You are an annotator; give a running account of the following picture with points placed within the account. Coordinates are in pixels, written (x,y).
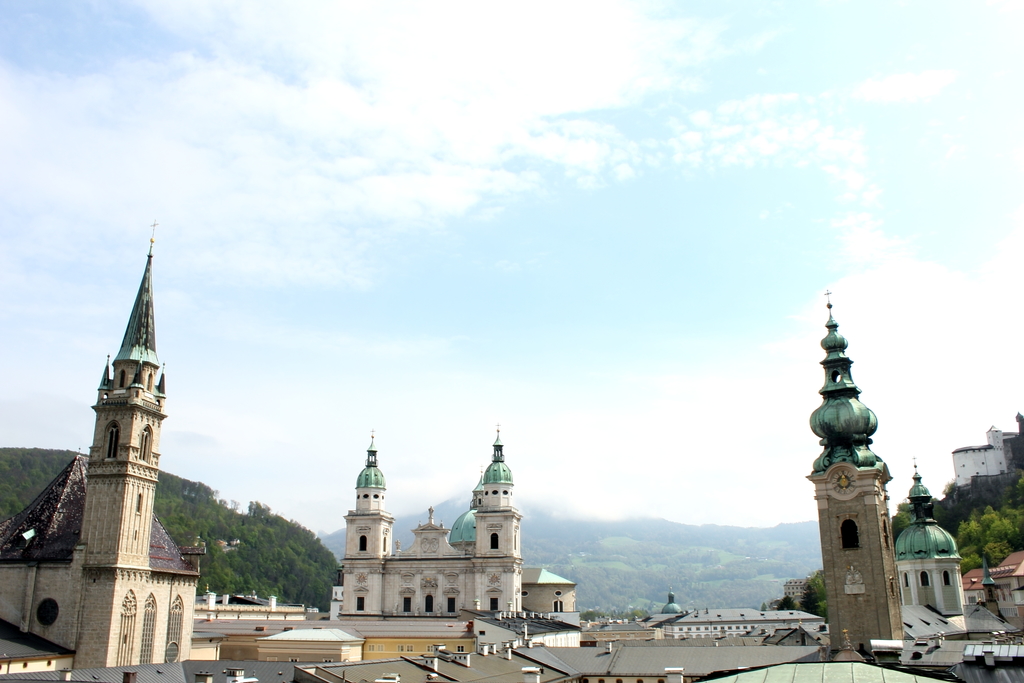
In this picture I can see buildings (492,583) and trees (246,571). In the background (453,418) I can see mountains (604,520) and sky (596,513).
